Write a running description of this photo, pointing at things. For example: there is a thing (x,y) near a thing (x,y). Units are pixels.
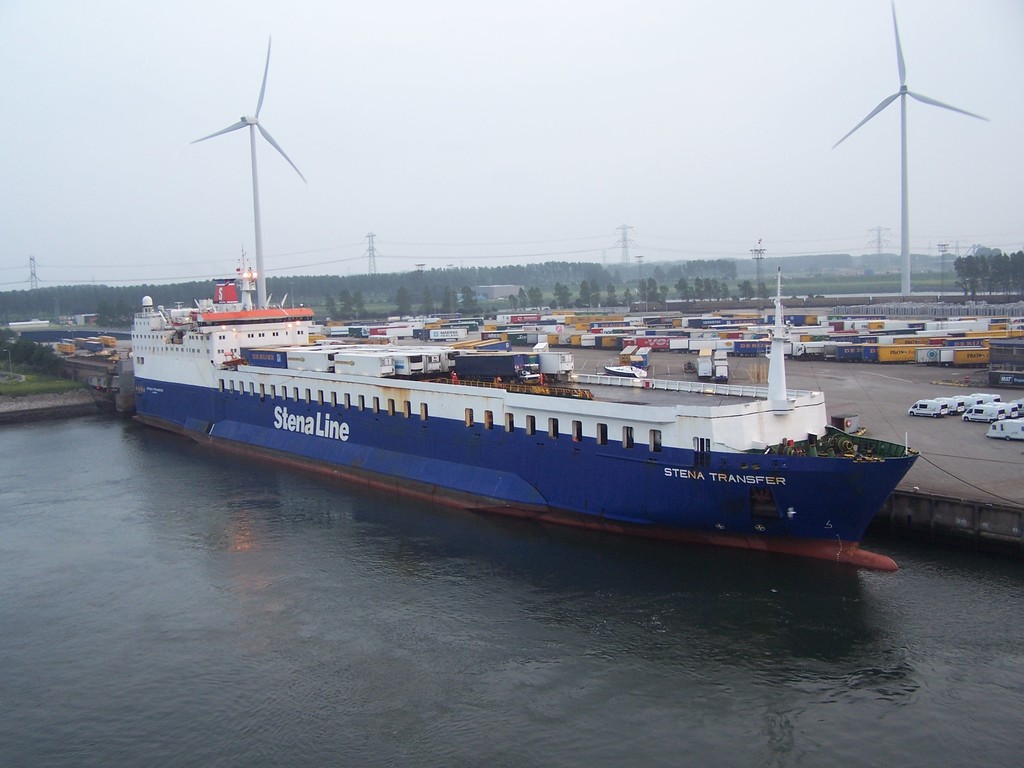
This is a ship (428,436), which is on the water (365,511). These are the windmills (924,97). This is a port area (677,314). I can see the containers (902,348) and the vans (959,410), which are parked. In the background (304,289), I can see the trees (769,261) and the transmission towers (758,260) with the current wires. Here is the sky (697,111).
